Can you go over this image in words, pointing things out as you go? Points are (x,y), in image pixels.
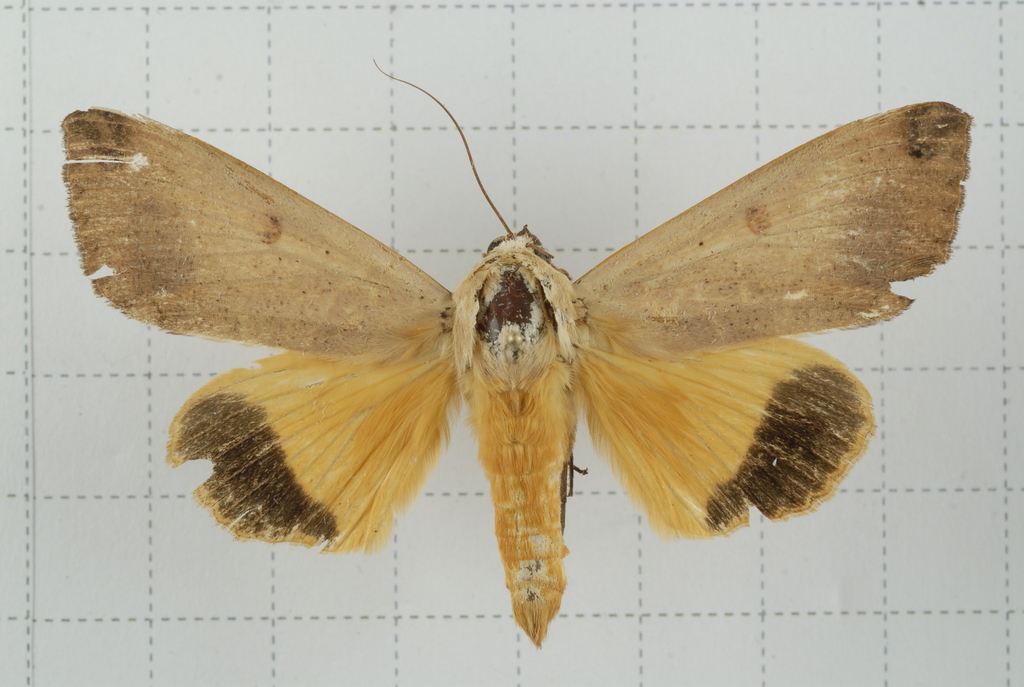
In the image there is a butterfly (200,297) on the white surface (176,12) with dotted boxes (640,635).
